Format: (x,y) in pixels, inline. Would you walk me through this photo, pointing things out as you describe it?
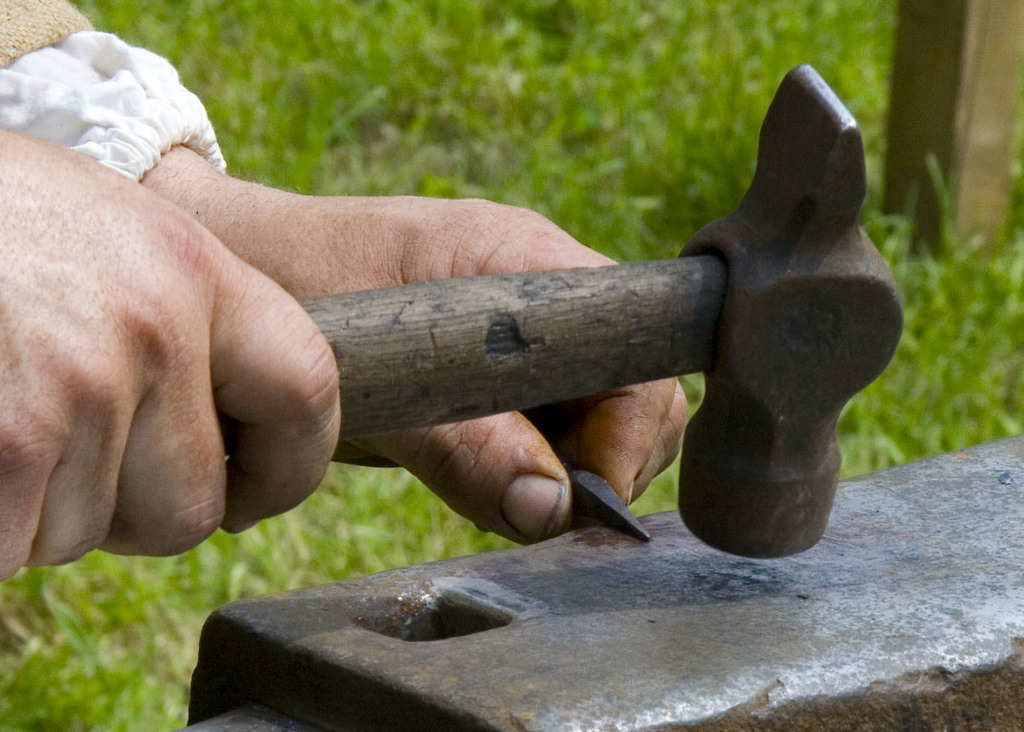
As we can see in the image there is a hammer (491,376), a person hands (139,282) and grass (463,125).
